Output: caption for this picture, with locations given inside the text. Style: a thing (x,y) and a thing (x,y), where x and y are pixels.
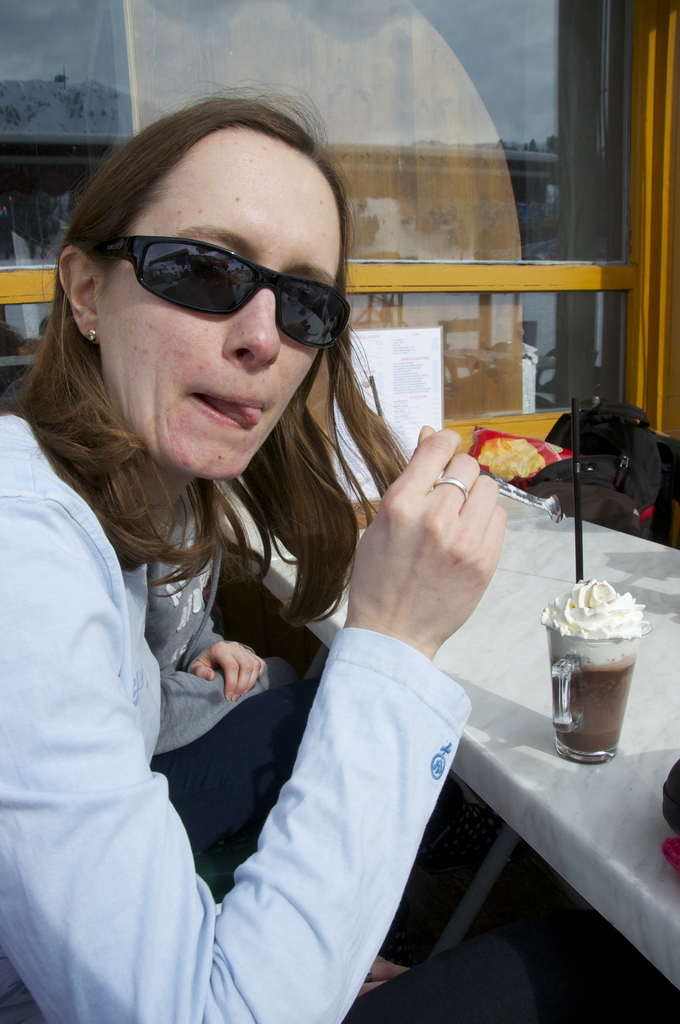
A woman (327,219) is eating a treat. She wore a top (97,730), there is a drink glass (586,711) on this table (550,782).
